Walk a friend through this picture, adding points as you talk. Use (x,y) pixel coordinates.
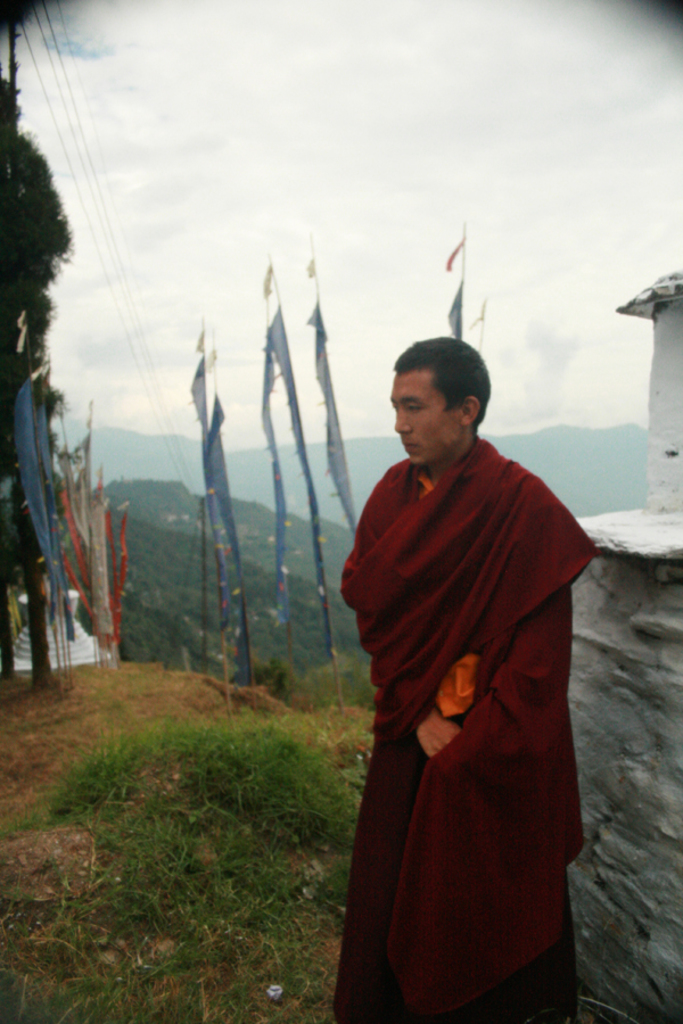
In this image we can see a person (437,796) standing on the ground (221,844) near a wall (663,652) and there are few flags (70,518), trees (163,625), mountains (157,487), wires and the sky (249,101) with clouds (483,216) in the background (401,344).
